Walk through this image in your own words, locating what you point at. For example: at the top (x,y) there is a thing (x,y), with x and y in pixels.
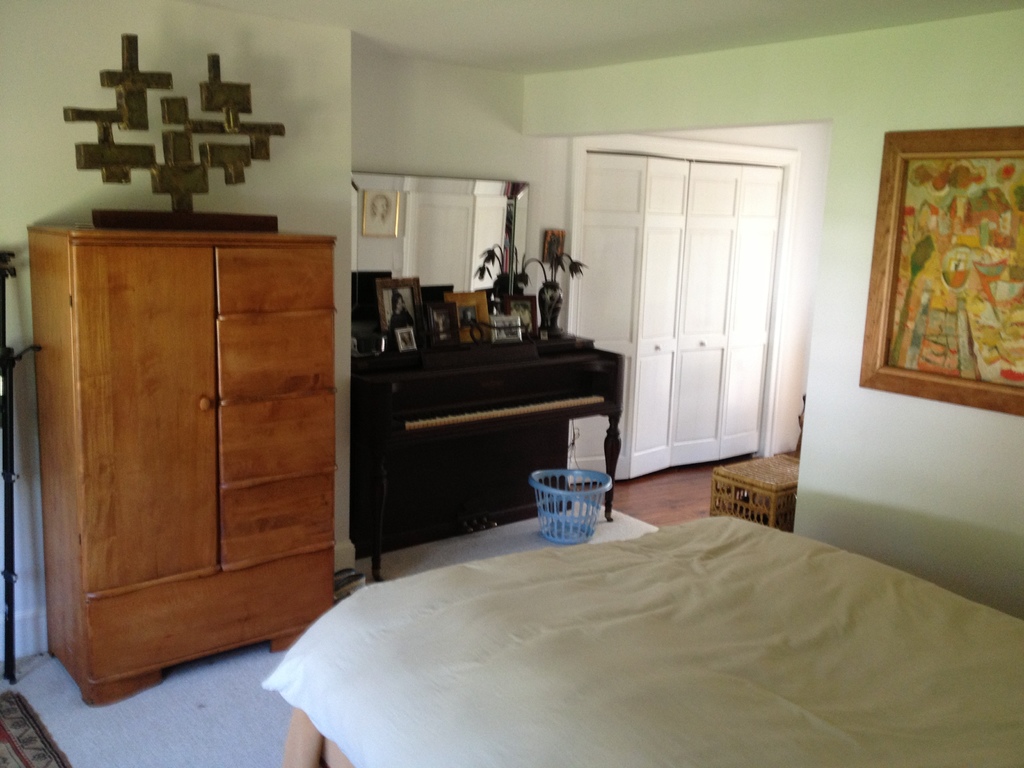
There is a bed (751,623) which has a white color bed sheet (791,646) on it in the right corner (840,683) and there is a piano (513,403) which has few objects (488,328) placed on it and there is a wooden almirah (238,408) beside it.
